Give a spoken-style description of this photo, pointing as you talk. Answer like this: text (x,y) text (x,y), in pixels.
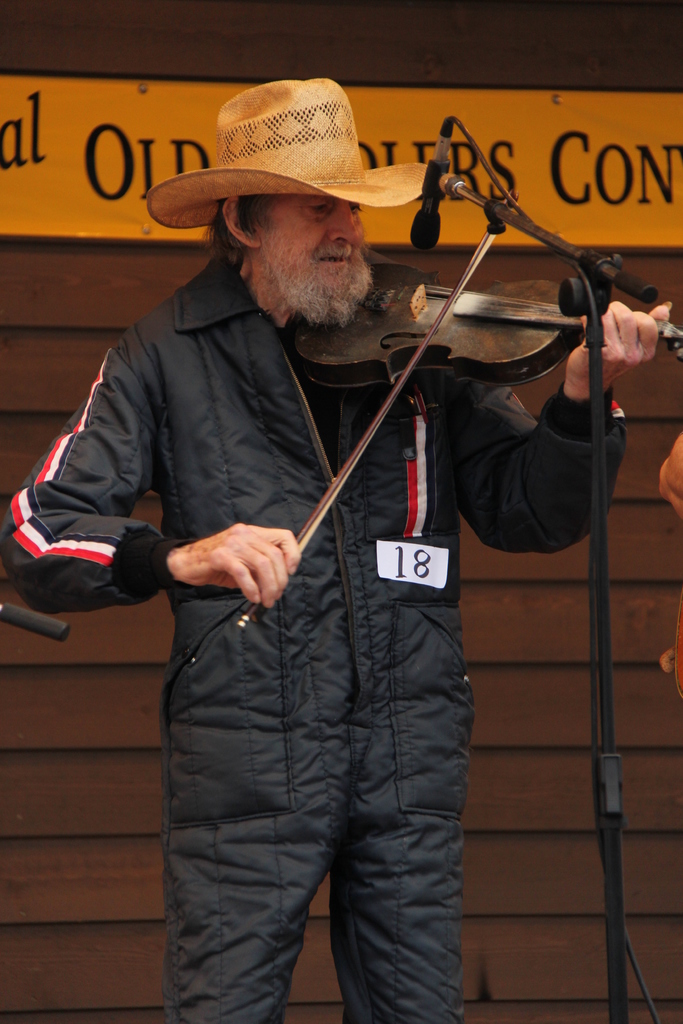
This person (274,519) standing and playing musical instrument (370,302) and wear cap (405,203). There is a microphone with stand (616,977). On the background (259,21) we can see wall (383,51).
